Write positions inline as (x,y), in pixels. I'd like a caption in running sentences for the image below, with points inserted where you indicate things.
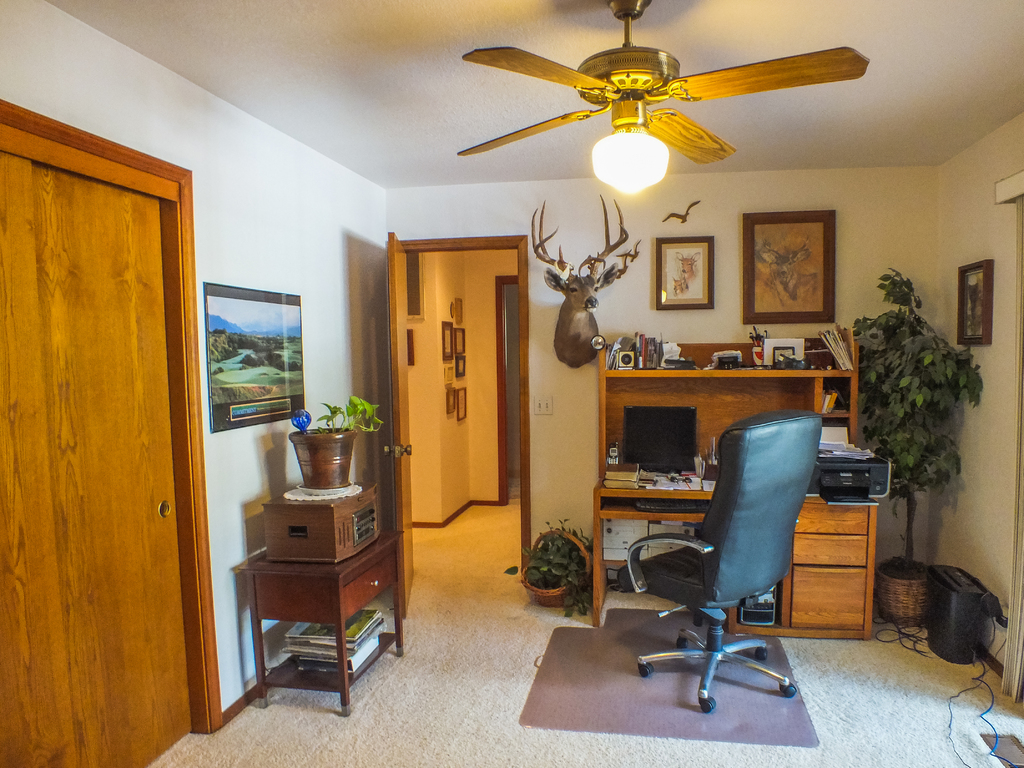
In this Image I see a chair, desktop (852,567) on which there are lot of things (678,457) and I see a table (370,560) over here on which there are few books (361,658), a plant (374,407) and on the wall (281,442) I see few photo frames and I see another plant (880,365) over here and I see the doors (9,225) and on the ceiling (763,163) I see the fan (615,130) and the light (642,138).
